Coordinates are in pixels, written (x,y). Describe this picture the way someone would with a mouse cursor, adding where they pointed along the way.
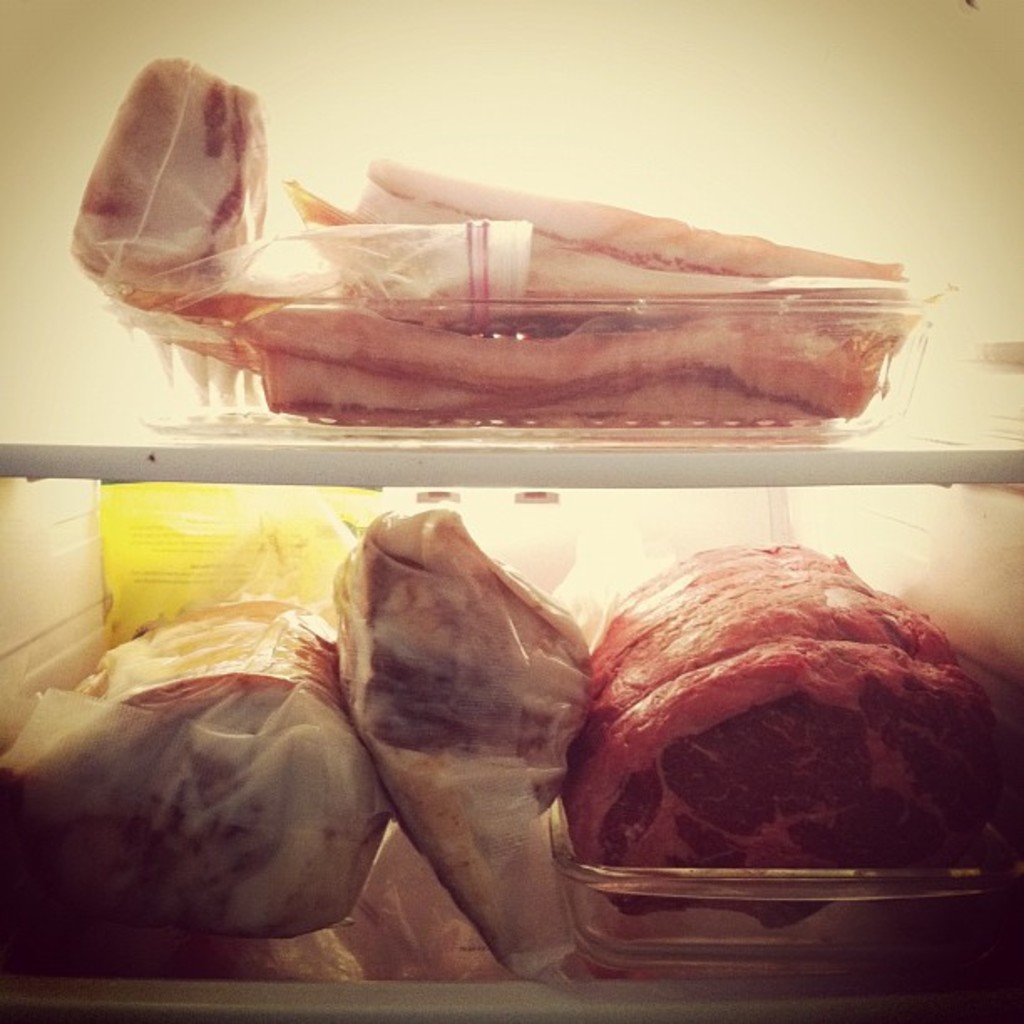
In the foreground of this image (437,298), there are meat (529,661) in the glass dishes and plastic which are kept in the shelves (184,461) and we can also see few objects (215,529).
